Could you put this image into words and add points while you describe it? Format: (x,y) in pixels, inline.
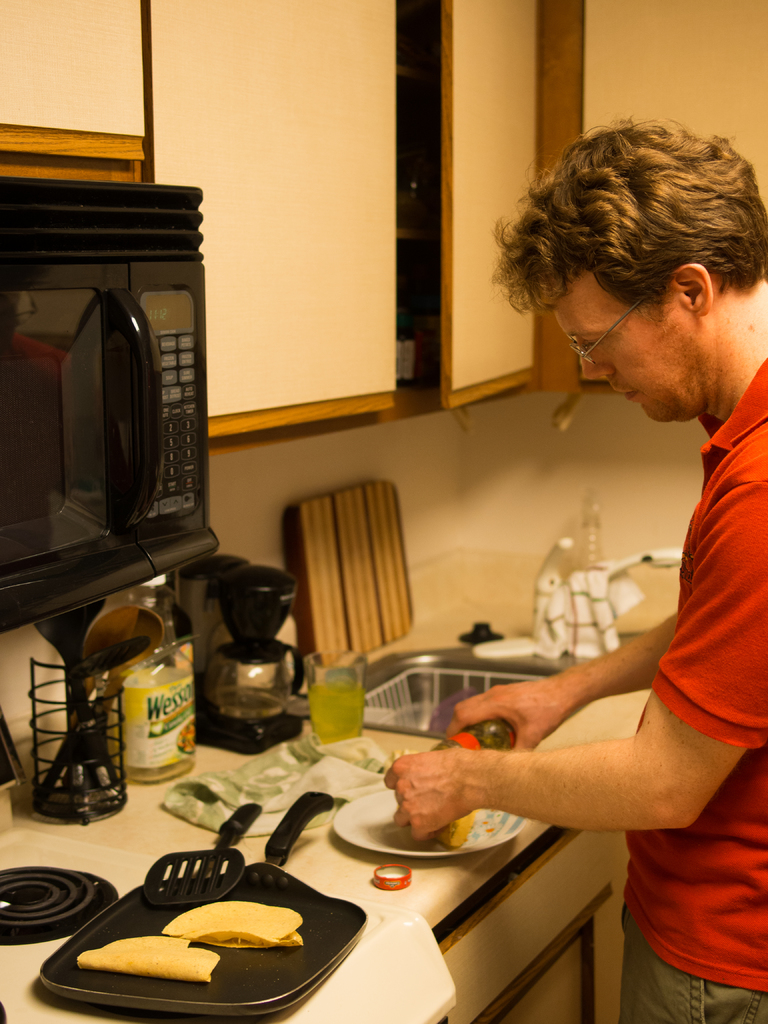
In the image I can see cupboard (310,225), spoon (205,880), plate (394,853) and some other objects (178,393). On the right side of the image (652,411) I can see a person (483,720).
